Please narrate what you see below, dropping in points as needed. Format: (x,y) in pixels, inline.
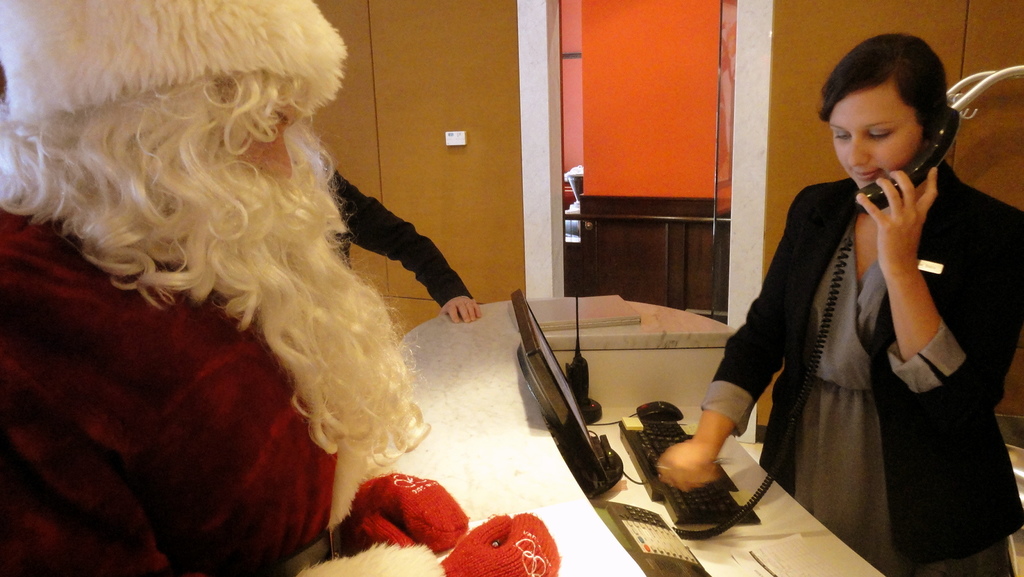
In the picture I can see a person (193,348) wearing Santa Claus dress (228,334) is standing on the left side of the image (315,372) and a woman (778,318) wearing black color dress (876,407) is standing on the right side of the image (824,464) and talking on the telephone (632,541), here I can see system (567,419), keyboard (654,449), mouse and few more things (635,509) are kept on the table (479,459). In the background (422,275), I can see another person's hand (434,261), I can see the wall (482,104) and another room (593,245).
